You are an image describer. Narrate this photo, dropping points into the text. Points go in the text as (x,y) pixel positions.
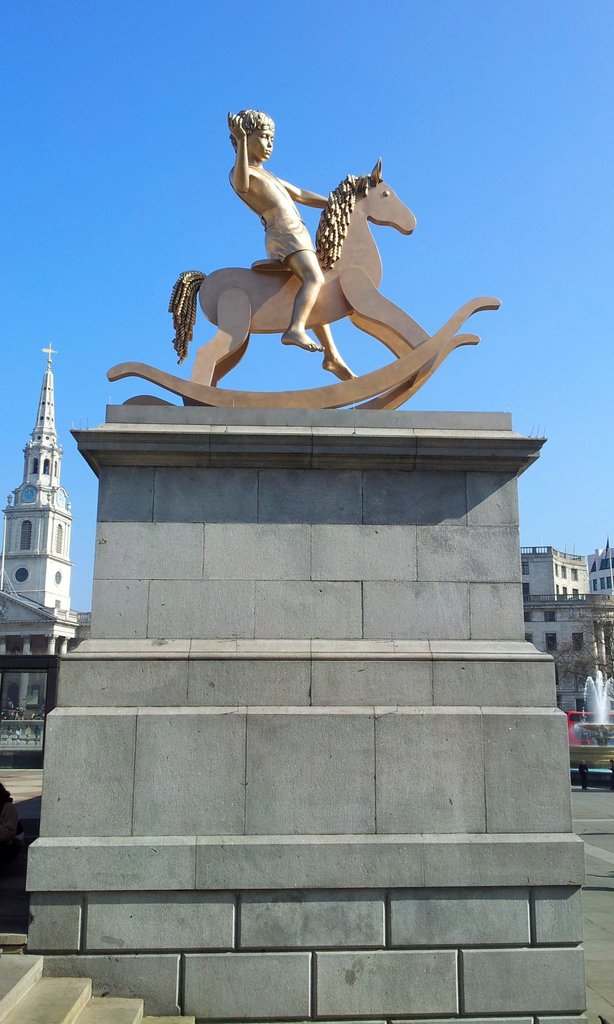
In this image we can see a statue (245,269) of a boy (286,235) sat on the horse (332,298) and this statue (169,388) placed on the rock structure (342,830), behind this there are buildings (65,577) and fountain (596,737). In the background (537,495) there is a sky (529,300).
